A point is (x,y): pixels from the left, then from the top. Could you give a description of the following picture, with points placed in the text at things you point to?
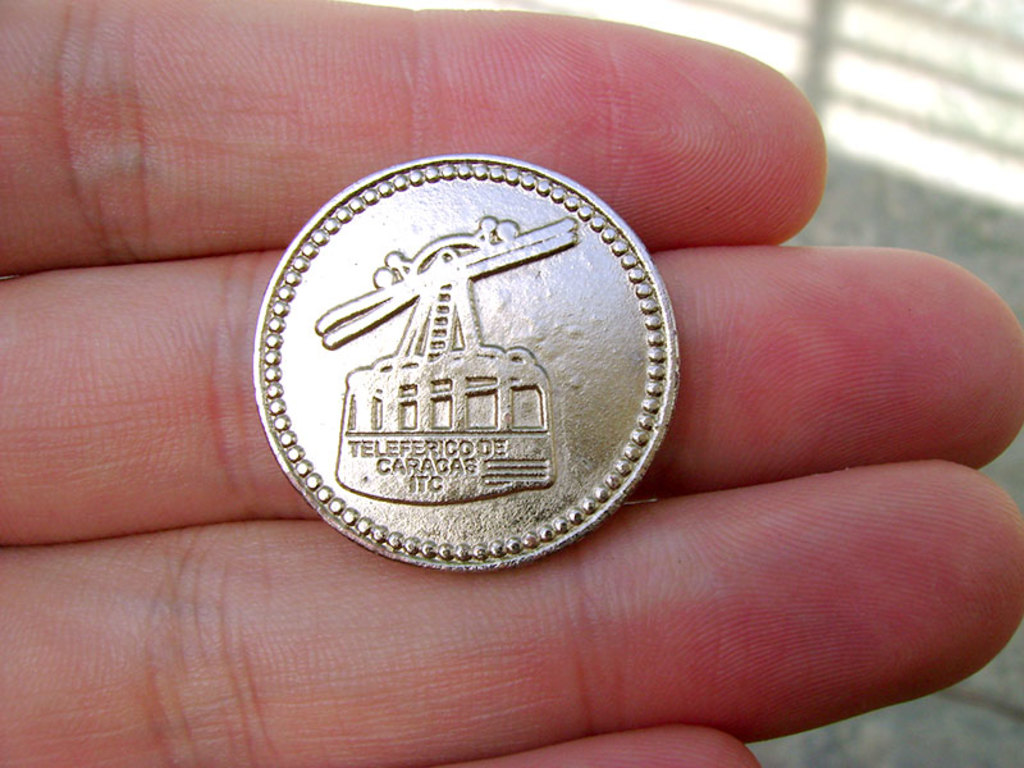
Here in this picture we can see a coin (423,345) present on a person's fingers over there.
